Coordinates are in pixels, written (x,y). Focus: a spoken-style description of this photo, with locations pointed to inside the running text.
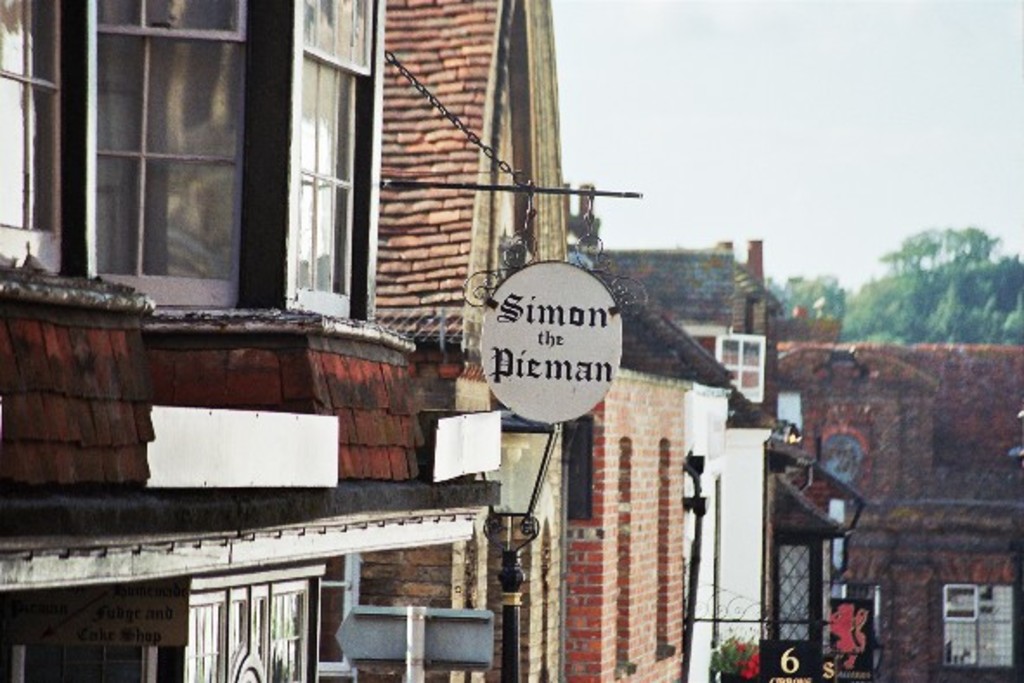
In the middle of the picture (552,345), we see a board (585,351) in white color with text (516,302) written as "Simon the pieman". Beside that, we see a building (348,430) which is made up of brown colored bricks (431,590) and it has windows (354,225). In the background (629,451), we see buildings (751,402) which are made up of bricks (818,438). We even see the windows (847,592) and the railing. We see a flower pot (728,659). There are trees (829,300) in the background (900,287). In the right top (874,61), we see the sky (782,112).
